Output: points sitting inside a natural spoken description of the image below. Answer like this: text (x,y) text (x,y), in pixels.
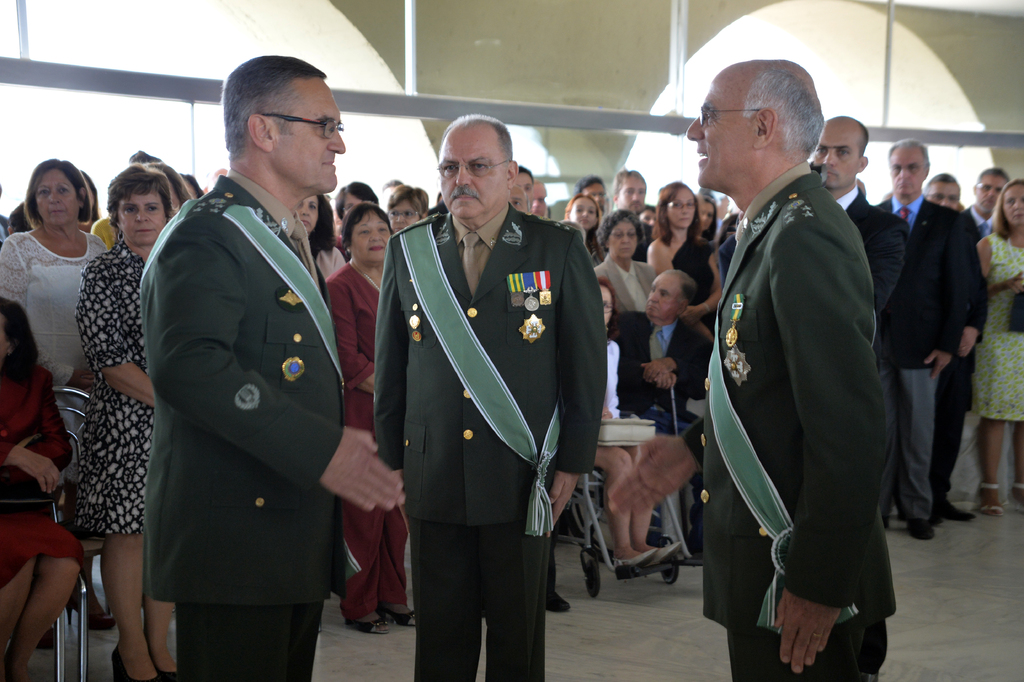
In this picture I can observe some people (493,483) standing on the floor (633,607). There are men (151,334) and women (64,247) in this picture.
